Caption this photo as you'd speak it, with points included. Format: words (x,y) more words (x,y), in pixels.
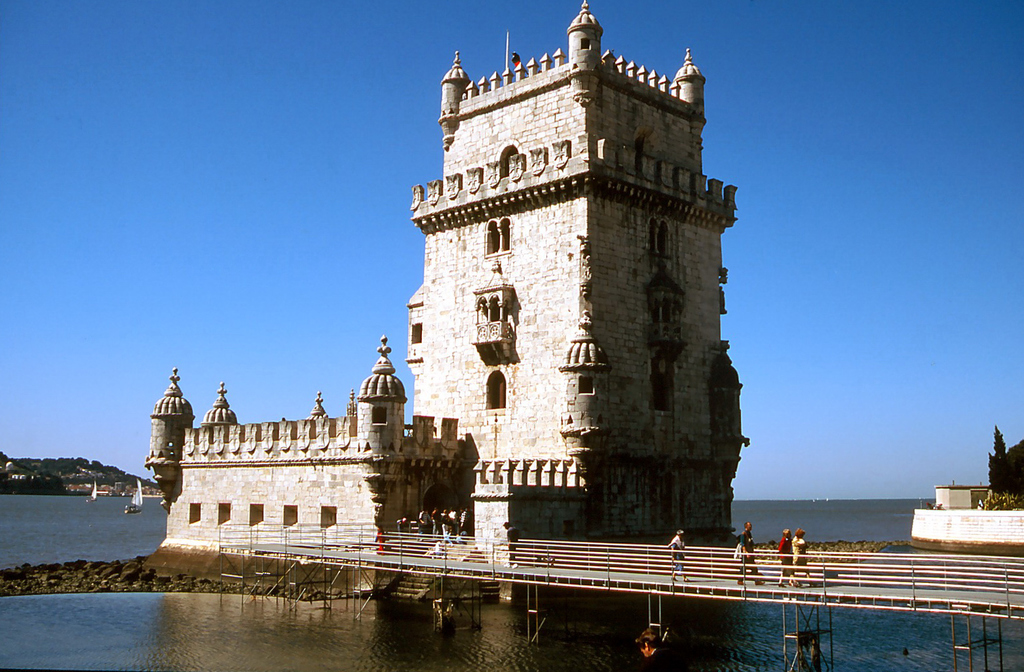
At the bottom (616,618) we can see water (173,634) and stones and we can see people (515,557) are walking on the bridge (554,562). In the background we can see buildings (613,536), few persons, trees (24,465), boats (130,507) on the water (112,529), mountain (44,466), houses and sky (232,222).
